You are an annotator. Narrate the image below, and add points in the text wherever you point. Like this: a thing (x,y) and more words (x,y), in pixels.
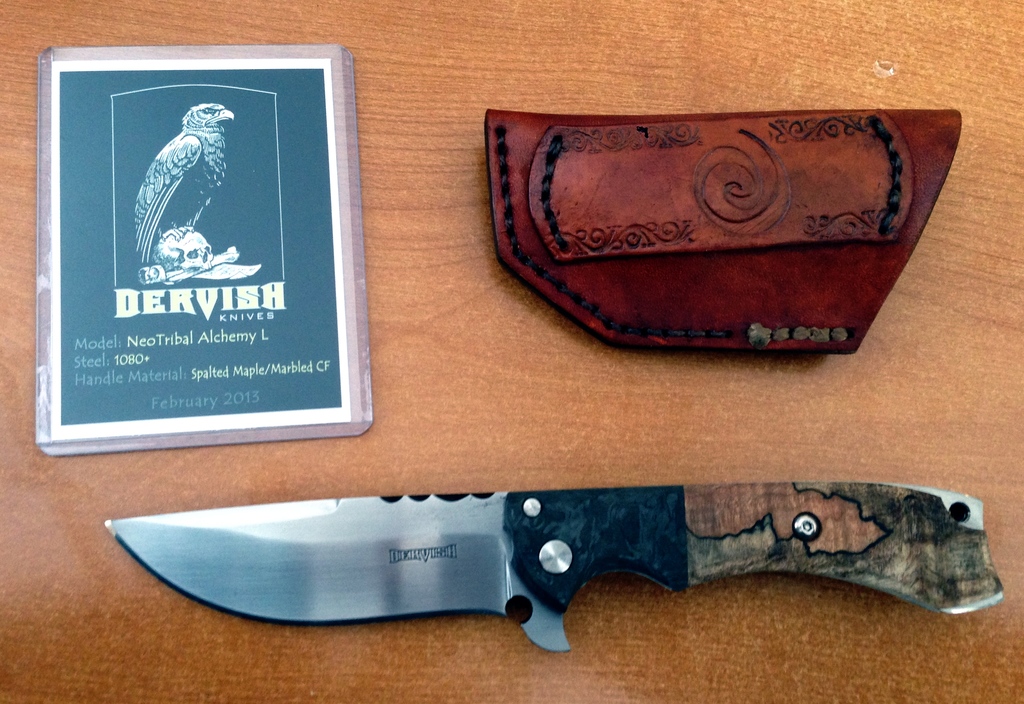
In this picture we can see a knife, a leather pouch (622,327) and a laminated card (126,206) kept on a wooden surface (478,261).
